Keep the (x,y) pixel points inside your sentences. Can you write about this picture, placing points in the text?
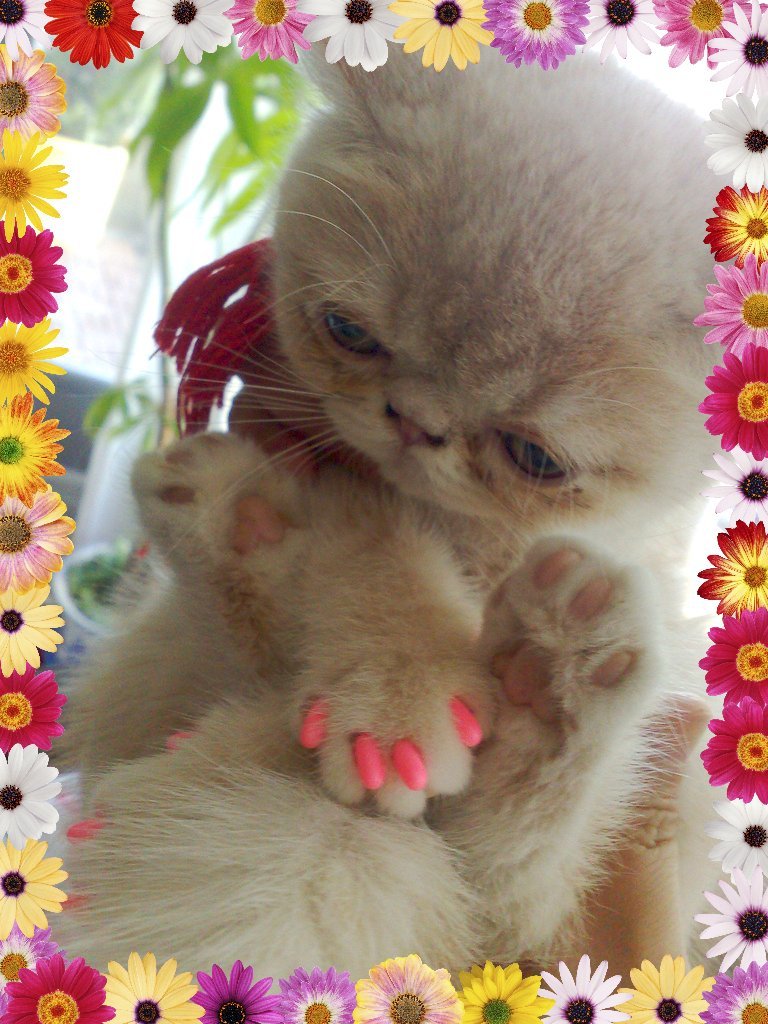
This picture shows a cat (380,779) and we see a plant (81,569). The cat (162,792) is a light brown in color and we see flowers (23,871) around the picture.
